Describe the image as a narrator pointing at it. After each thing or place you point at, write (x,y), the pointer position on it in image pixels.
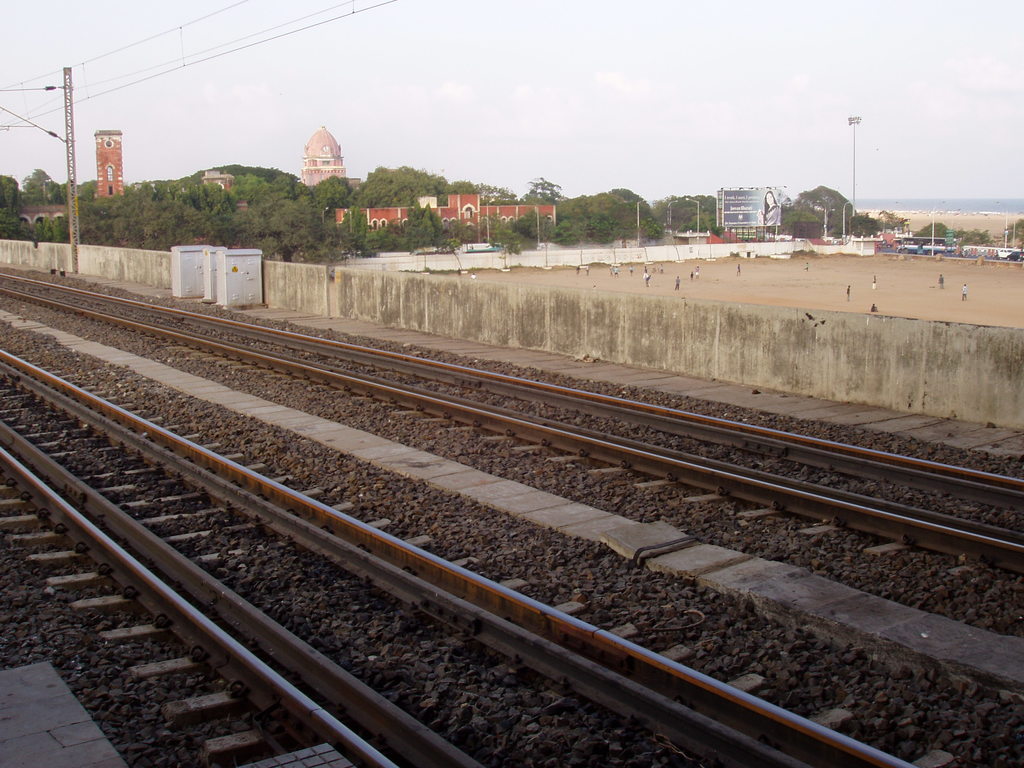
In this picture we can see railway tracks (173,311), wall (610,356), pole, objects (186,258) and wires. In the background of the image (799,259) there are people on the ground (944,268) and we can see wall (798,246), poles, hoarding (753,216), board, lights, vehicle (1015,253), buildings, trees (587,232) and sky (940,66).
